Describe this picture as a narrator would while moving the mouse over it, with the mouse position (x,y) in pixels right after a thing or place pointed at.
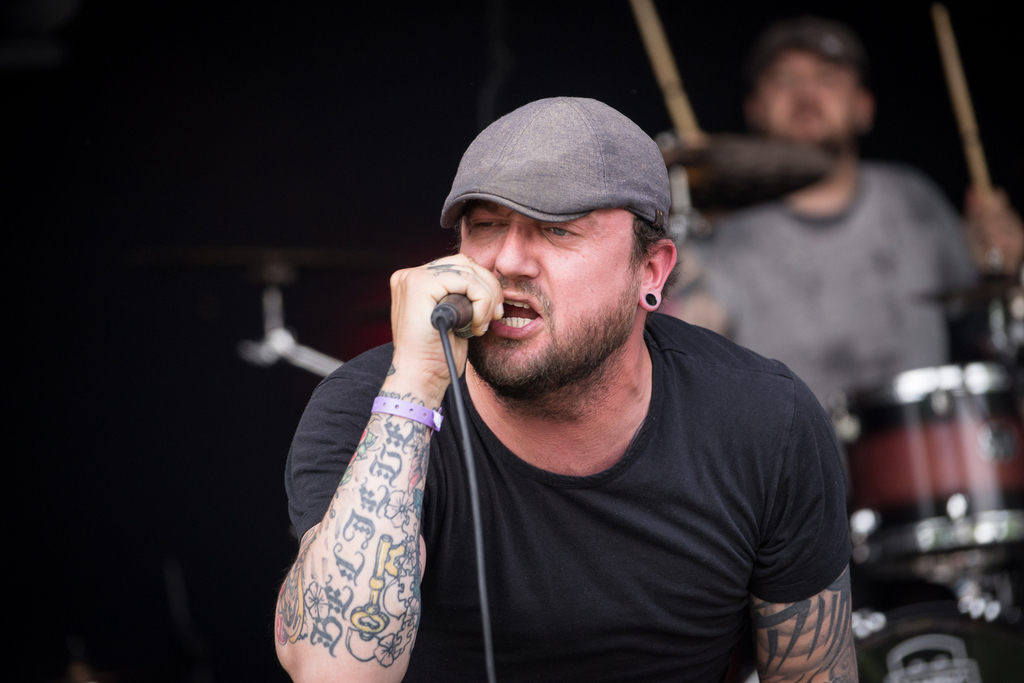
In this picture there is singer (652,439) and a musician (773,290). The man (645,406) in the center (682,375) is wearing a black T-shirt (647,541), a cap (571,203) and a earring (649,303). He is holding a microphone (462,324) in his hands (431,355). He has tattoos (378,484) on his both hands (762,644). The man (800,334) behind him is playing drums (921,397) and holding sticks (979,156) in his hands (979,227).
